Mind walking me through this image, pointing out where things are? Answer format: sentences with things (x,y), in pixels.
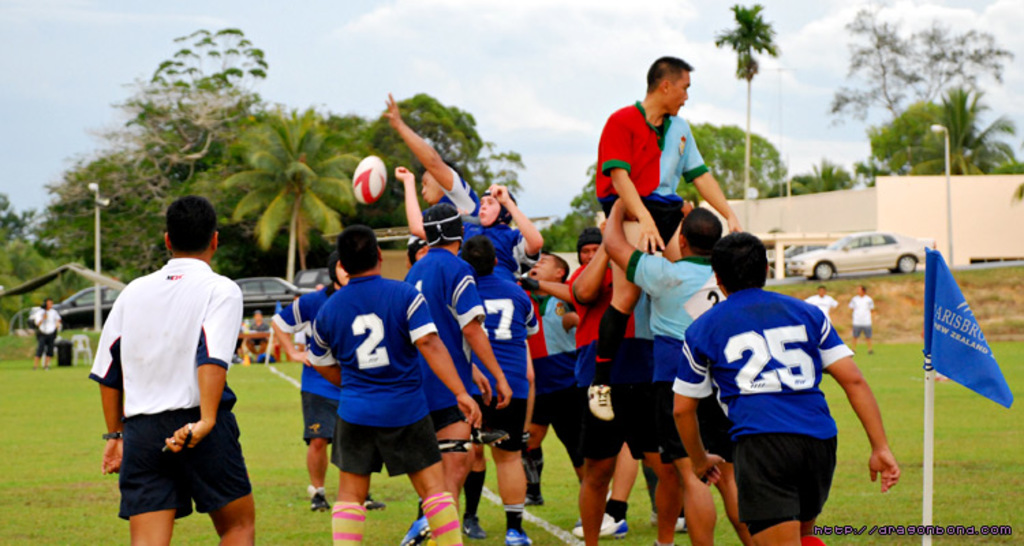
In this picture we can see a group of people (511,505) and a flag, here we can see a ball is in the air (998,17) and in the background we can see vehicles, poles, wall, trees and the sky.
